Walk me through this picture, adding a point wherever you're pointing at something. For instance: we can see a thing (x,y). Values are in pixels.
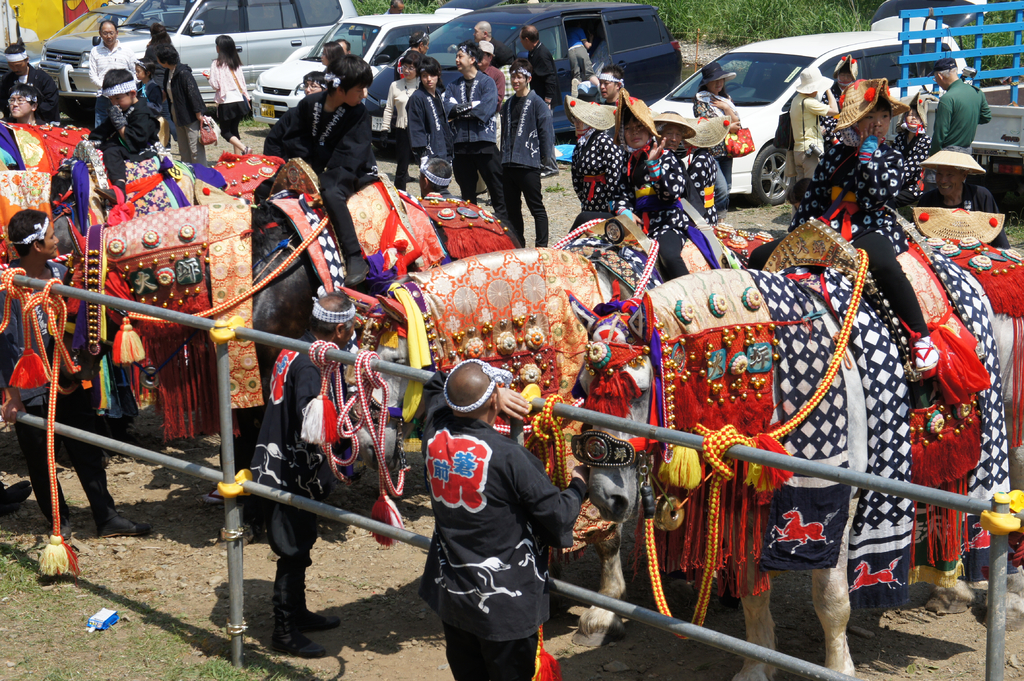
In the picture we can see some horses (835,438) with a costume (15,197) and some children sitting on the horses (848,439) and the horses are tied to the railing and with some persons (69,446) standing and in the background (134,58), we can see some people (122,61) are standing and some cars (52,50) are parked and behind it we can see some plants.
